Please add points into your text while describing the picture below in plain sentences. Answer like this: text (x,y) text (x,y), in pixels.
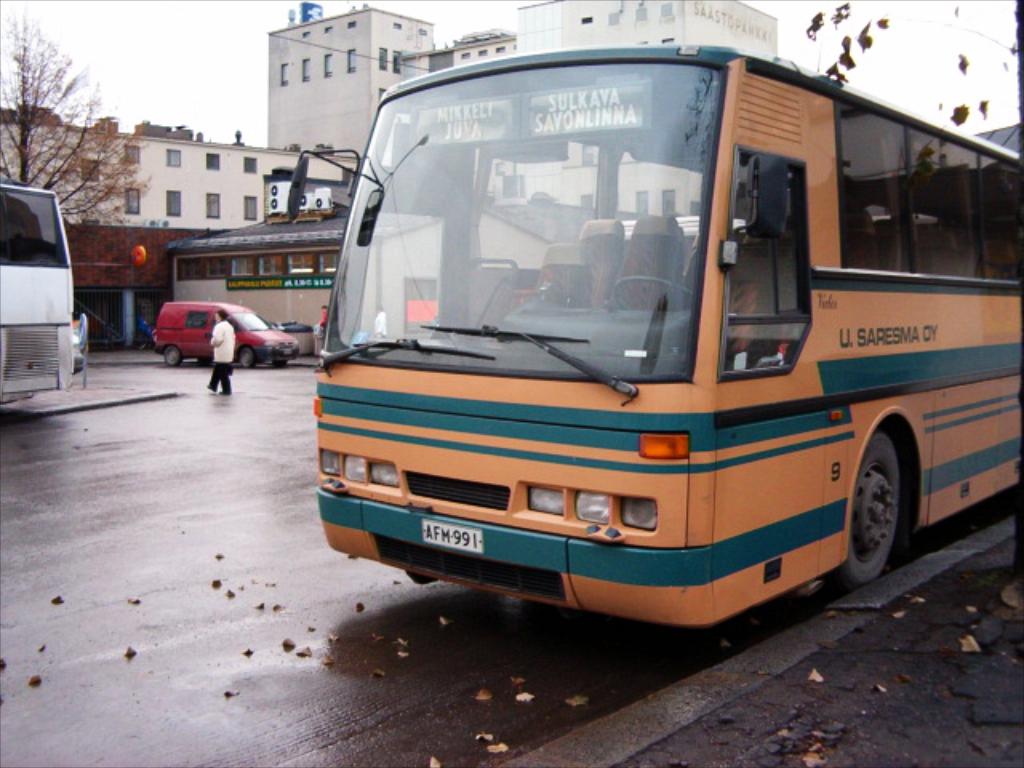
In this image we can see the vehicles (213,311) parked on the road (92,583). We can also see a person (226,346) walking. Image also consists of buildings (402,52), trees (26,140). At the top (945,21) there is sky (954,49) and at the bottom (809,759) we can see the dried leaves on the road (537,677).
